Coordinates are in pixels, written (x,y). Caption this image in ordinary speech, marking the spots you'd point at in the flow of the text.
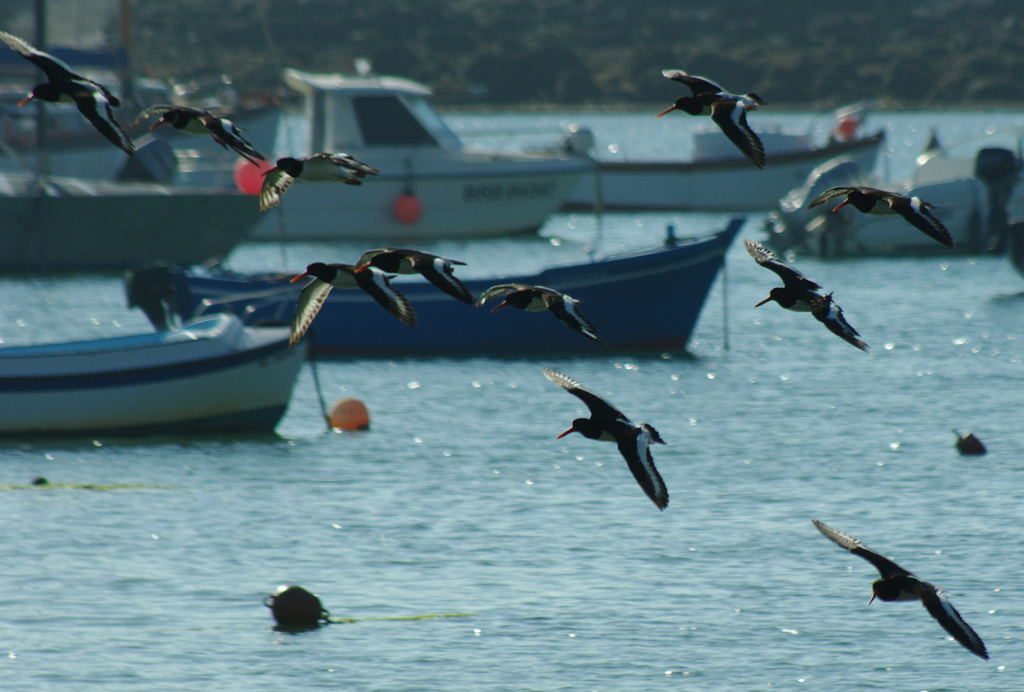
In this image in the foreground (193,130) there are some birds (791,277) which are flying at the bottom (931,492) there is a river (327,376), in that river (128,325) there are some boats (615,278) and in the background (430,29) there are trees (330,29).
